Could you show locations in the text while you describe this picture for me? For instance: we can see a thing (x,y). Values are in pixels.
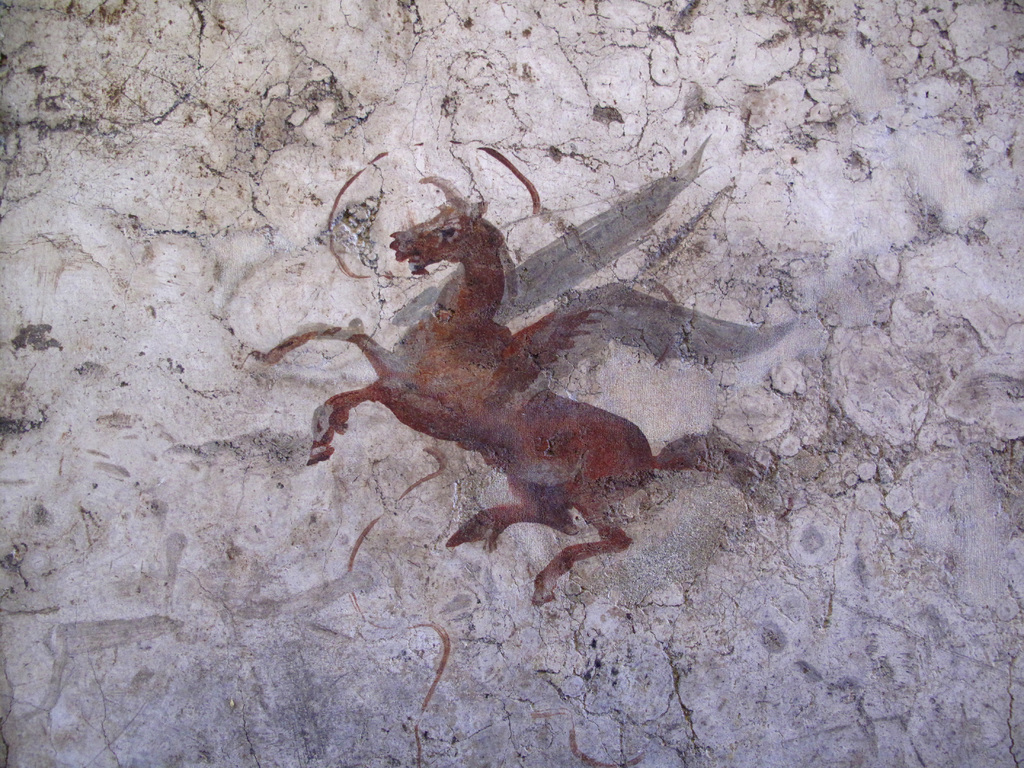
This picture shows a painting (533,383). We see picture (428,410) of a unicorn (680,460) on the wall (508,118).
